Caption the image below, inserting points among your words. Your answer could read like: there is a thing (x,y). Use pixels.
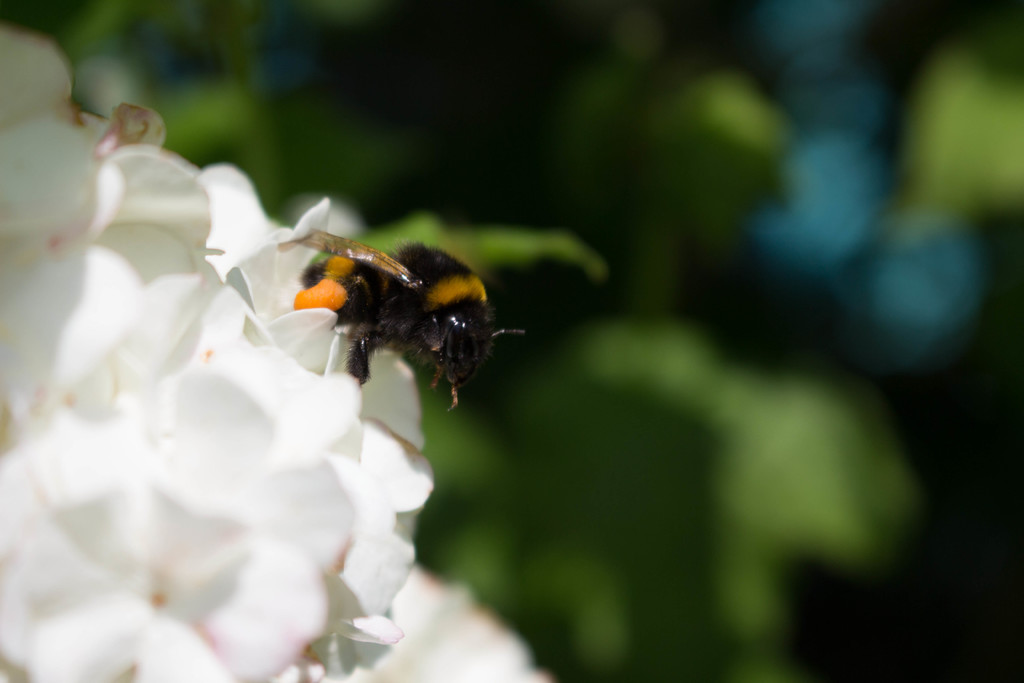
In this image there are white flowers (336,360), there is a bumblebee (458,294) on one of the flower (308,216), and there is blur background.
